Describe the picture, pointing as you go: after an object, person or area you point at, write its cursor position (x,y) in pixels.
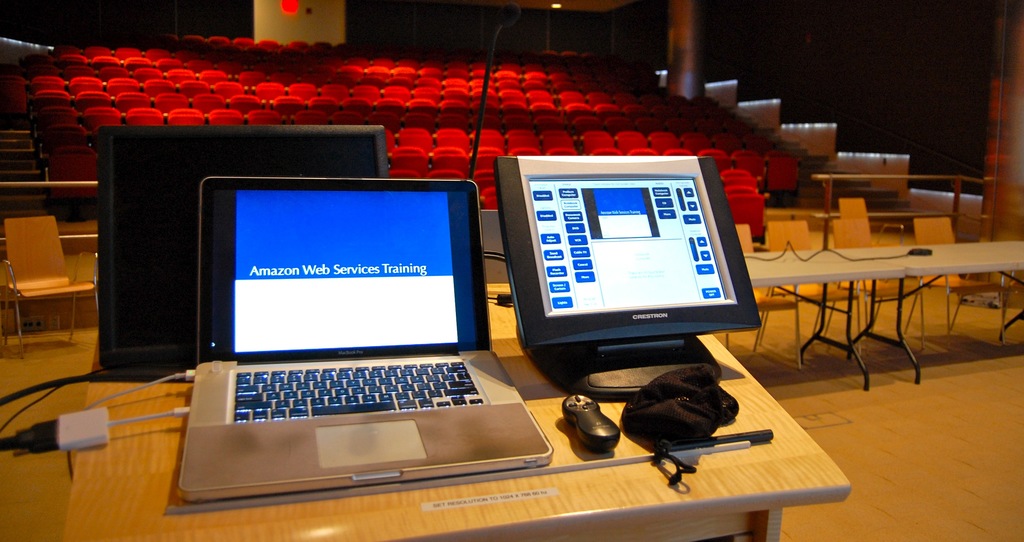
In this image there is laptop (497,388), monitor (600,386), remote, cloth (640,428), stick (723,438), cable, television (167,314) arranged in a table (531,475) and in back ground (1012,278) there are chairs (555,138), table (866,276), lights (845,155), staircase (815,178).
